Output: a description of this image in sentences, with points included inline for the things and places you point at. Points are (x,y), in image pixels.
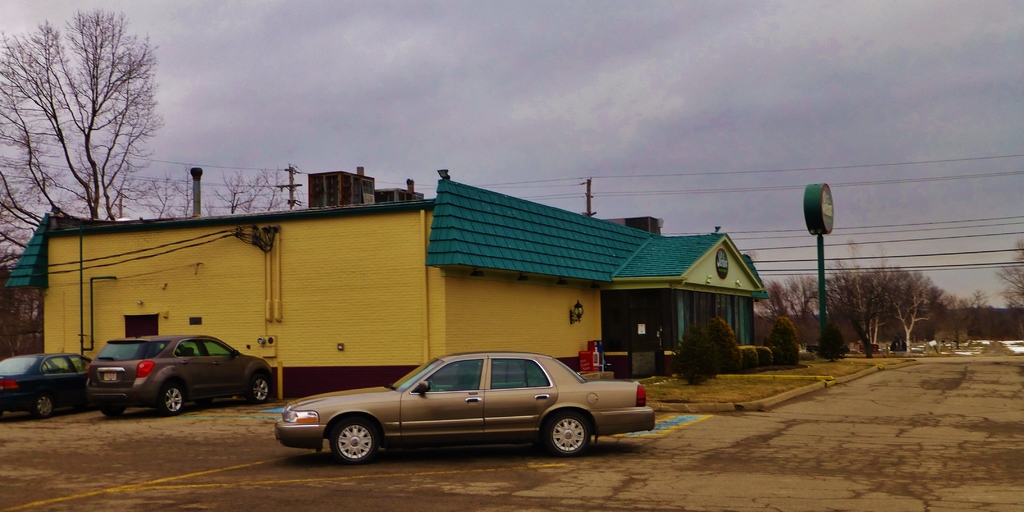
In this image we can see a house (631,239) in the middle of the image (643,254) and to the side, there are some vehicles (378,407). We can see some plants (824,341) and trees (827,328) in front of the house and there is a pole (819,231) with the board (822,206). In the background (84,187), we can see some trees (131,53) and power poles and there is a sky (289,119) at the top (182,159).
